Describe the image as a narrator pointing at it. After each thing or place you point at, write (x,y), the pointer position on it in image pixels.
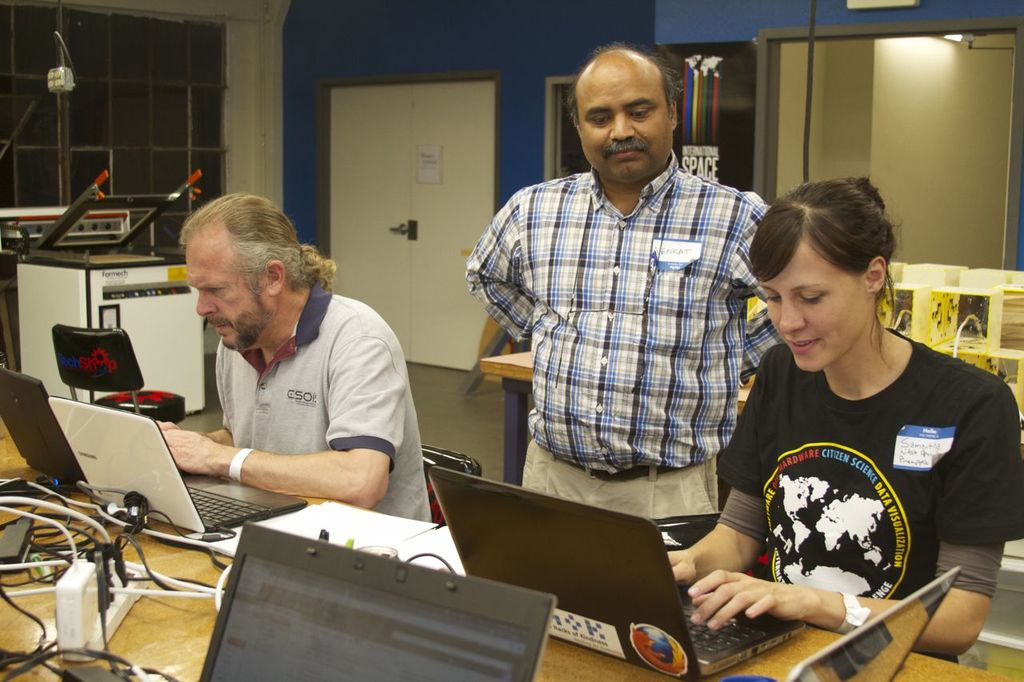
In this image there is a machine (94,194) and window (191,150) in the left corner (61,158). There are three people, a table (649,680) with laptops (80,441) and other objects (63,487) on it in the foreground (861,462). There are doors (764,79), windows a poster (697,169) on wall (826,6) in the background (751,34). And there is a floor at the bottom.
